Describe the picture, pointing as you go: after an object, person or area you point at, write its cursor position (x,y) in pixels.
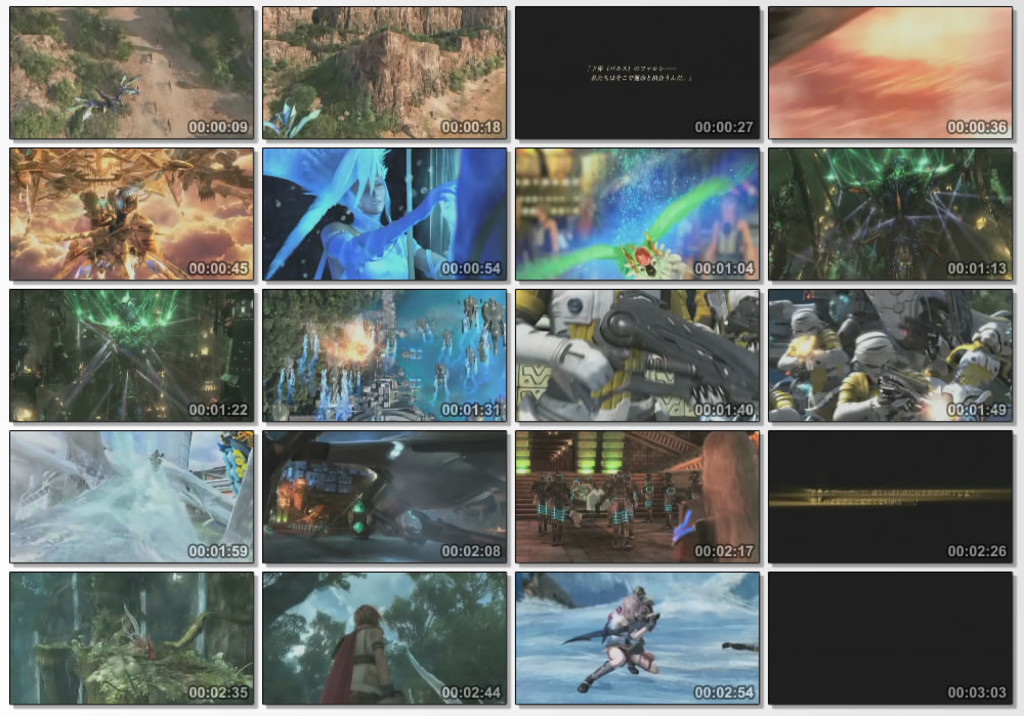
This image contains a collage of animated photos. Right side (821,402) there are people (900,362) holding the guns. Middle of the image (599,341) there is a person (619,377) holding a gun (709,355). Left top there are trees (73,92) and rocks (367,50) the land (178,54).
